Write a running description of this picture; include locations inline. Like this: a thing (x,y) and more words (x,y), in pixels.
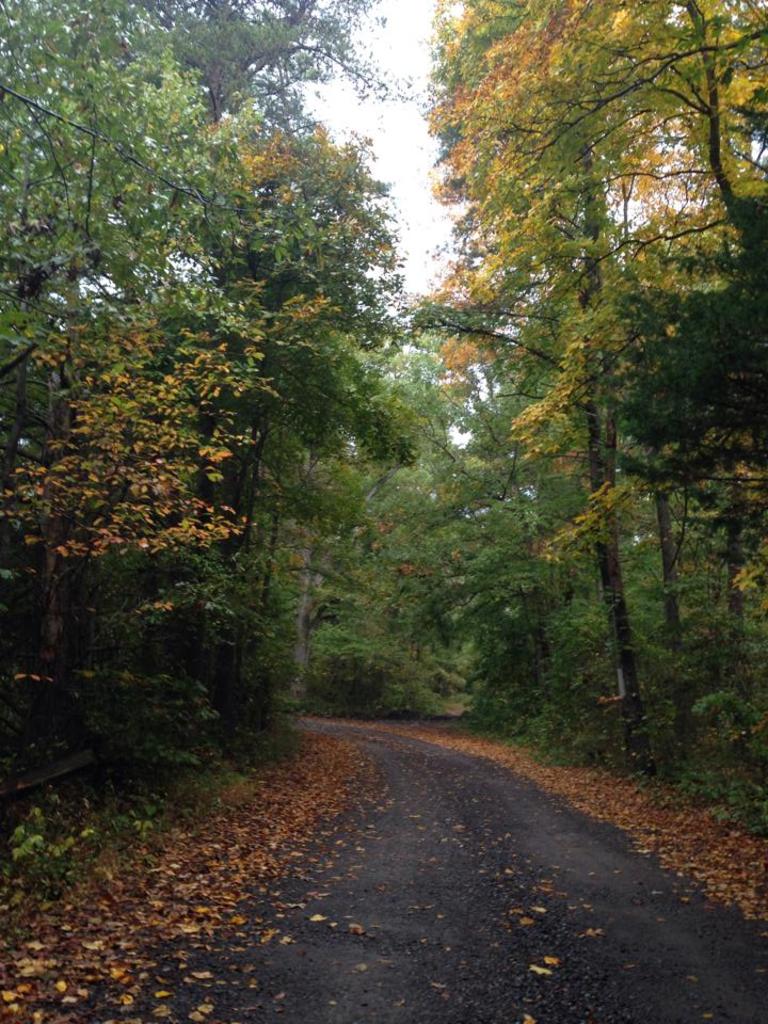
In this image I can see at the bottom (511,885) there is the road (477,881), there are trees (600,672) on either side of this image, at the top (402,152) it is the sky (398,148).
